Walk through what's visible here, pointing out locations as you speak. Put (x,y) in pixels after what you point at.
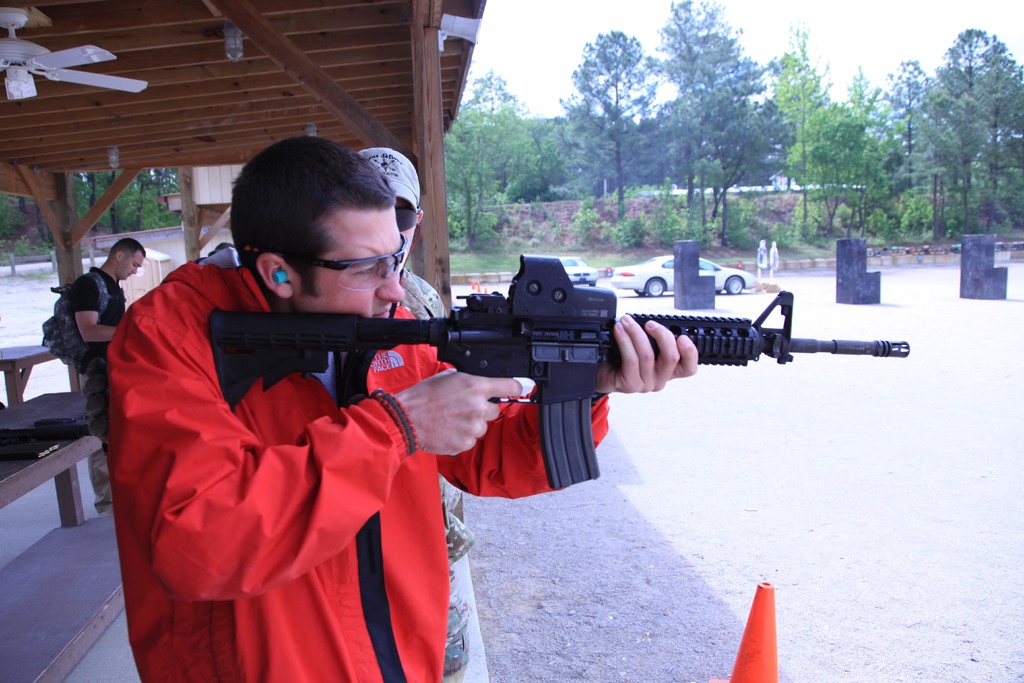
In this image I can see a person (351,477) wearing red colored jacket (266,484) is standing and holding a gun (345,329) which is black in color in his hands (623,368). In the background (629,138) I can see few other persons (104,357) standing, few vehicles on the road (644,308), few trees (721,121), a fan (10,44) which is white in color and the sky (650,38).
